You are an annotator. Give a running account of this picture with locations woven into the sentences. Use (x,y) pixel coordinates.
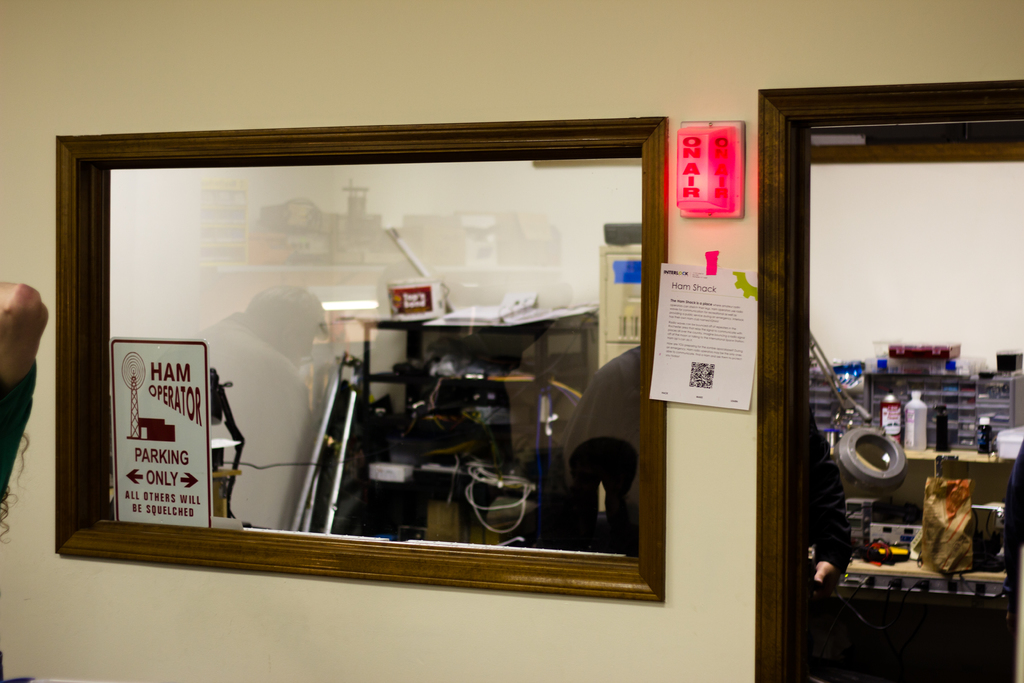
To the right side of the image (793,345) there is a door (838,124). In the center of the image (628,431) there is a glass window (569,372). There are posters (703,312) with some text (700,330). To the left side of the image (31,332) there is a person (12,337). In the background of the image (843,244) there is wall (885,207). There are objects (848,398). There are two people (630,408).
